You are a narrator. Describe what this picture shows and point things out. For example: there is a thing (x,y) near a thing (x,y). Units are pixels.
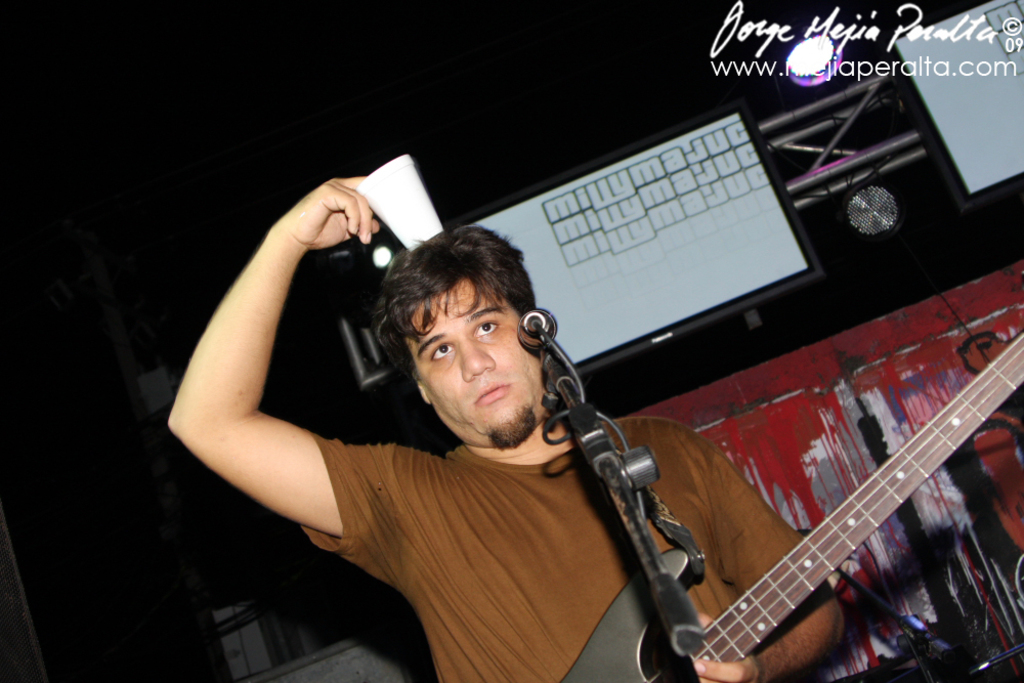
In the picture the man (508,410) wearing brown shirt (631,563) is holding the guitar (659,625), in front of him there is a mic (551,334), he kept a white color cup (408,173) on his head (534,400), in the background (865,323) there is a red color wall (870,397) above that there are few lights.
